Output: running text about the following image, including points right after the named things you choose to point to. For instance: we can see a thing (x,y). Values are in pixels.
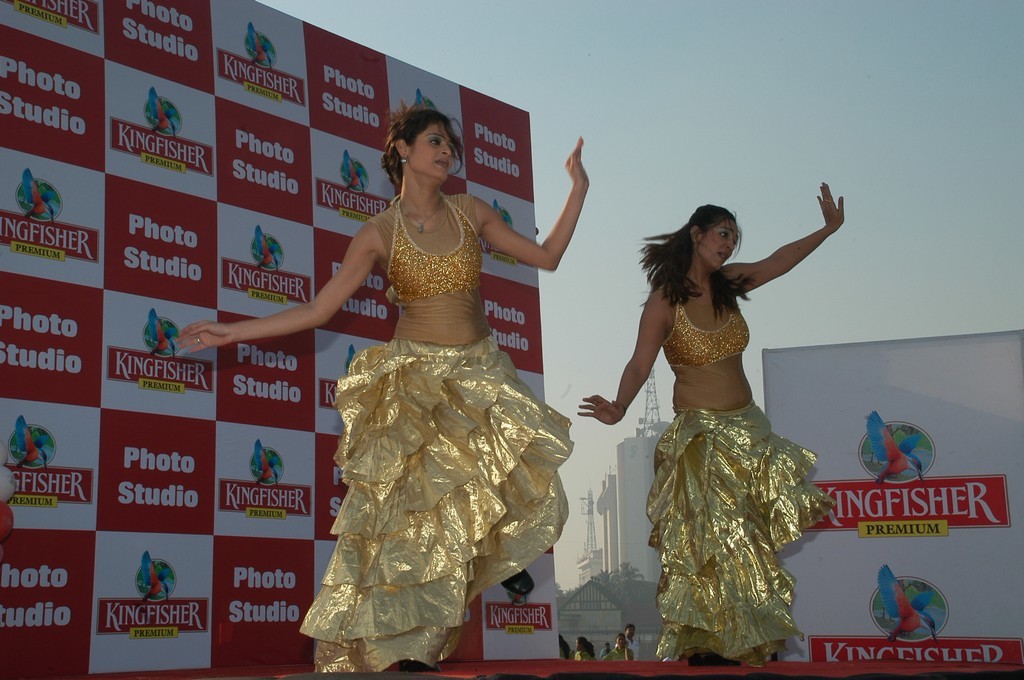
In this image we can see two women (567,419) are dancing on the floor (500,665). In the background (1010,627) we can see hoardings (796,406), buildings (642,471), towers (590,501), few people (629,634), and sky (948,125).
